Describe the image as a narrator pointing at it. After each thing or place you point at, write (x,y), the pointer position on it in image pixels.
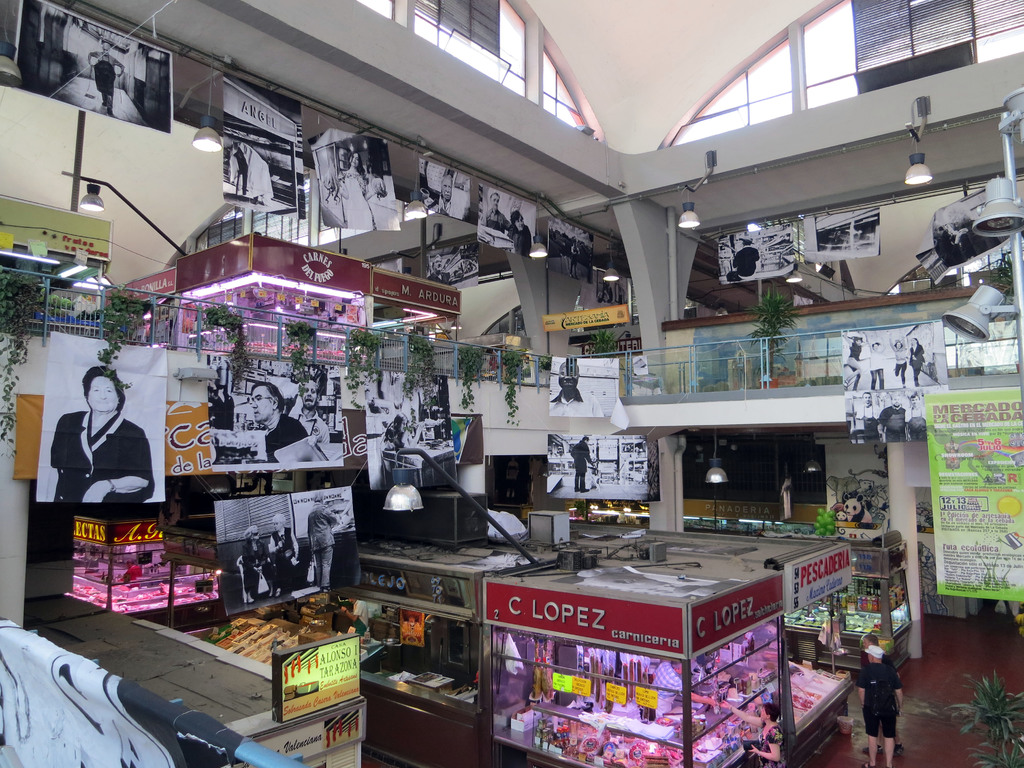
As we can see in the image there is a wall (519,431), fence (697,357), plants (607,340), banners (597,489), screen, few people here and there, and lights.
